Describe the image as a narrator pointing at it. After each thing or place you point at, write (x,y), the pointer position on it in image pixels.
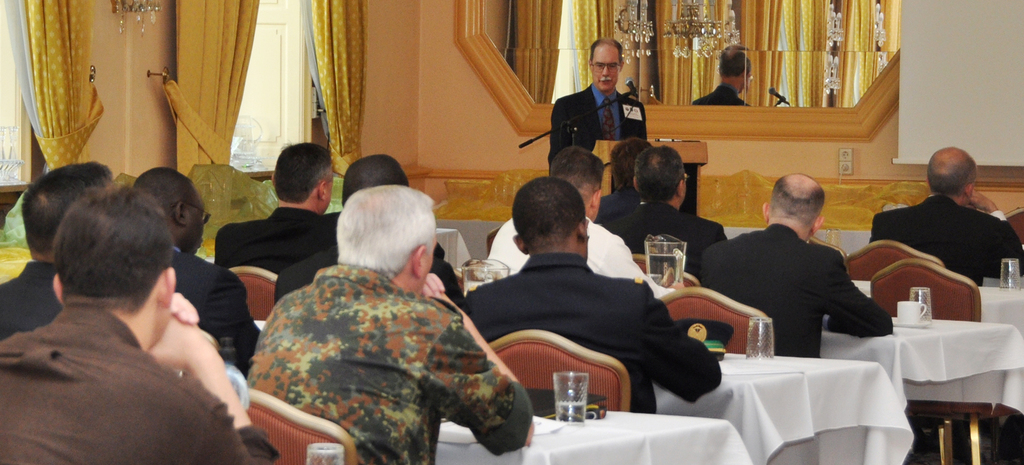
In this image I can see people (71,212) sitting on the chairs (706,315), there are white tables (625,445) in front of them on which there are cups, saucers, glasses (558,383) and jugs (650,244). A person (613,117) is standing at the back (607,133), wearing a suit (629,128). There is a microphone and its stand (539,138) on front of him. There is a mirror (782,69) at the back (814,70). There are curtains (185,88), doors (296,104) and a chandelier (154,4) on the left (197,17).
